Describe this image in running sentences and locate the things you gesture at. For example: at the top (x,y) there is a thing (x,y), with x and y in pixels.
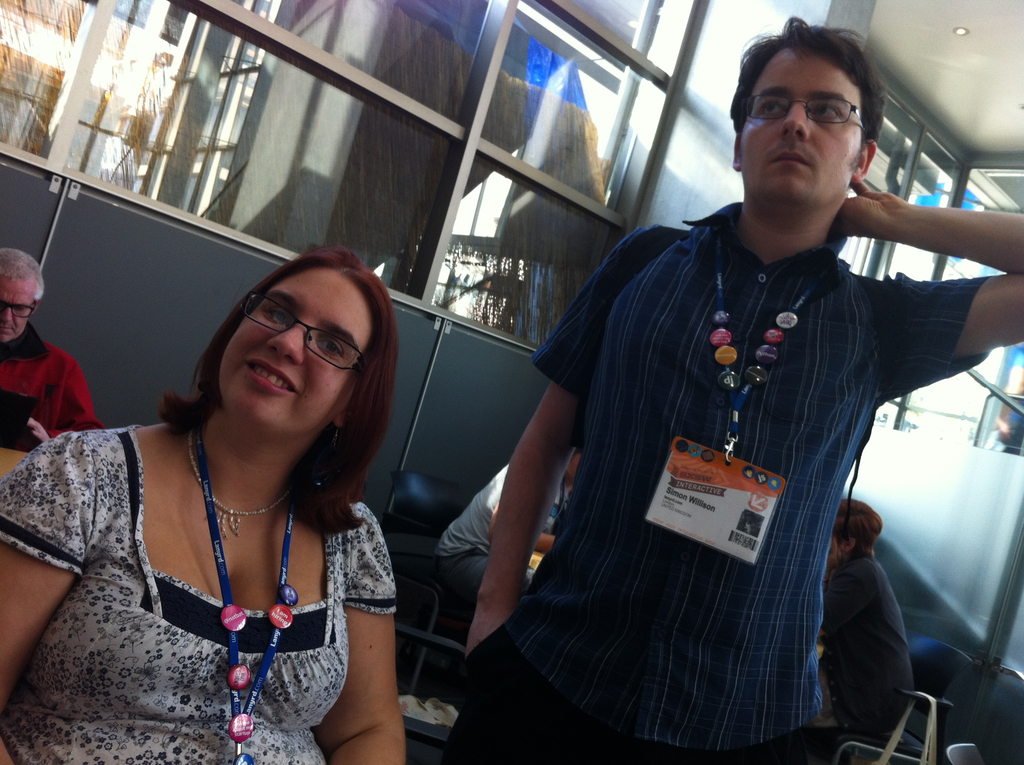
This picture consists of three persons (349,359) visible at the bottom (826,704) and I can see there is a person (835,705) sitting on chair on the right side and I can see glass window (631,152) and the wall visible in the middle (393,293).
